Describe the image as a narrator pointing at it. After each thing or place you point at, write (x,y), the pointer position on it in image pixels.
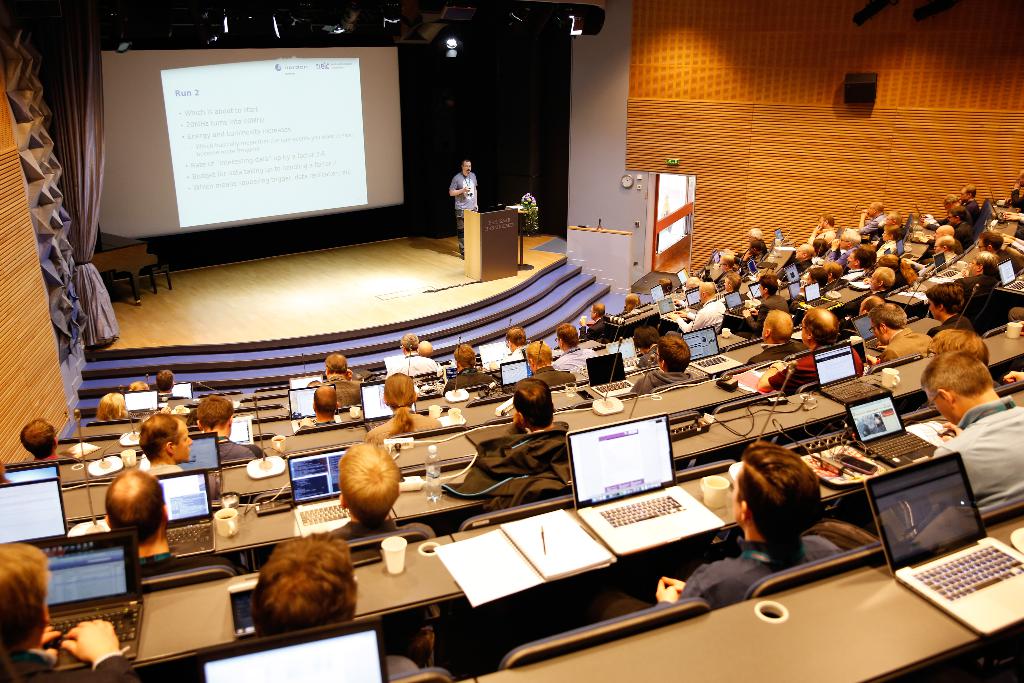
The picture might be taken in a conference hall (518,388), in this image there are a group of people (365,510) sitting and there are some laptops (333,474), books (494,545), mike's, cups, wires (798,411) and objects (844,481). And in the background (458,211) there is one person (471,187) standing, and he is talking in front of him there is a podium (506,266) and objects (529,225) and there is a staircase (578,279) and there is a screen (260,86), lights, curtain (472,57) and wall (50,291).
